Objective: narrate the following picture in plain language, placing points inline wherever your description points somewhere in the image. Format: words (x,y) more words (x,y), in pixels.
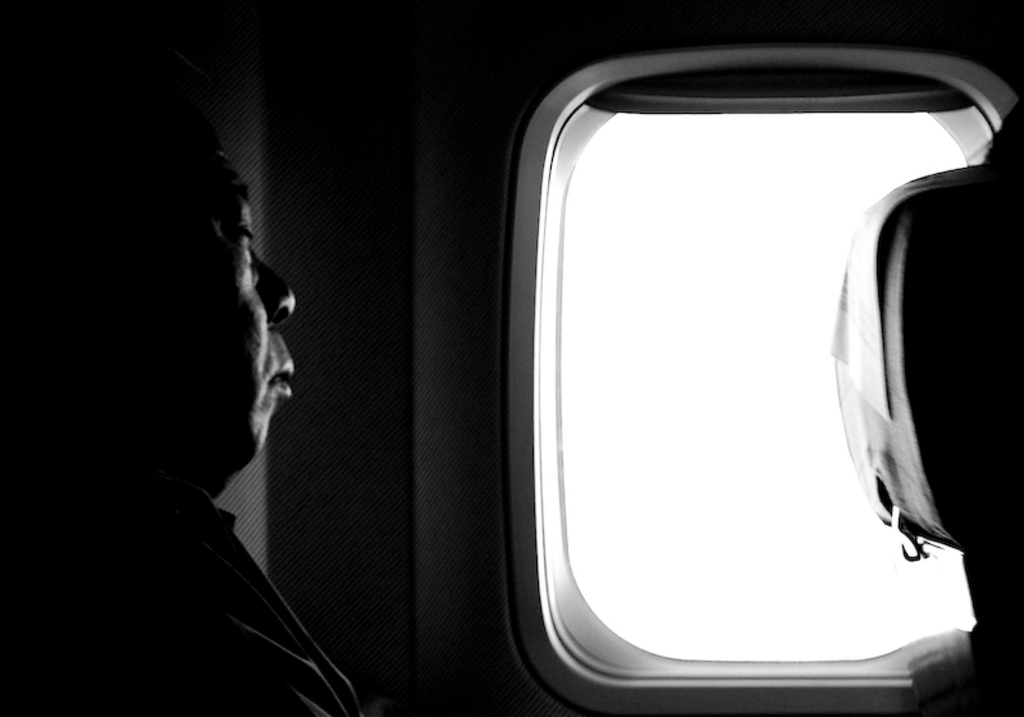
In this image on the left side (212,335) there is one person (250,384) who is sitting, it seems that this picture might be taken in an airplane (345,451). And in the center (503,353) there is a window (788,520), and on the right side of the image (949,399) there is seat (929,485).
